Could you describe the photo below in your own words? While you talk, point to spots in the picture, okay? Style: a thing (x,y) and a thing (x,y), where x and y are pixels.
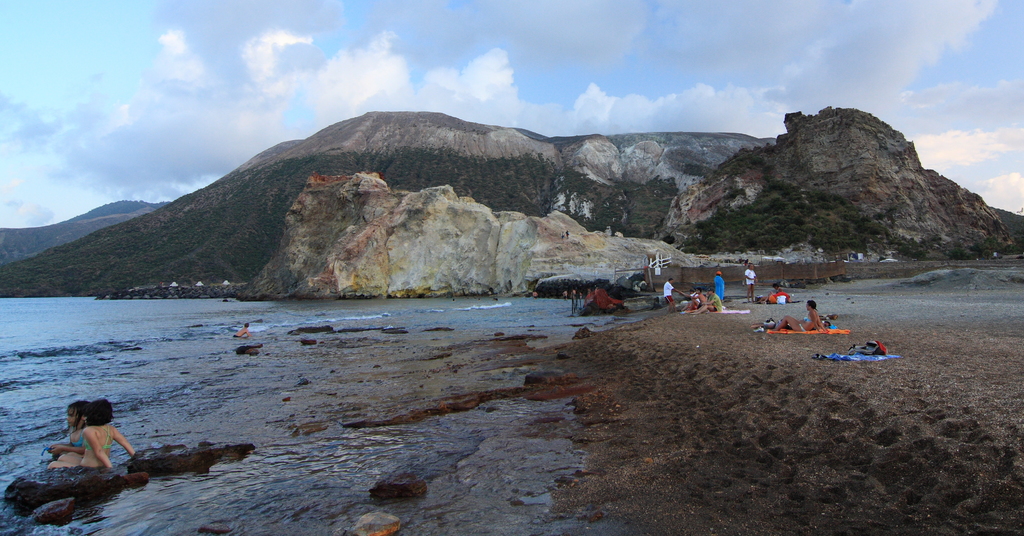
In the background of the image (250,245) there are mountains (326,268), sky (202,172) and clouds (384,97). At the bottom of the image (311,493) there is water (221,485). There are people (798,325) sitting on the sea shore (746,321).
